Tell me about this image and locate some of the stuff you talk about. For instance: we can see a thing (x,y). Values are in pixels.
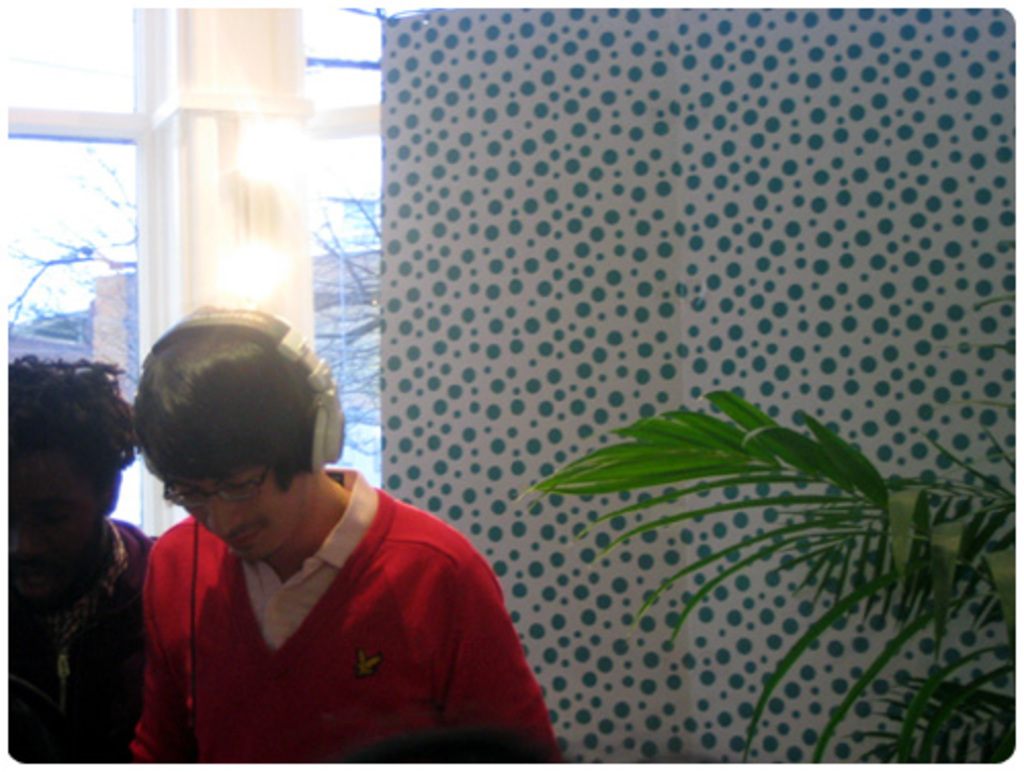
In this image on the left side (215,571) there are two persons (162,621) and in the background (433,293) there is a wall (465,279), glass window (339,254), pillar (291,220) and plant (909,550).
